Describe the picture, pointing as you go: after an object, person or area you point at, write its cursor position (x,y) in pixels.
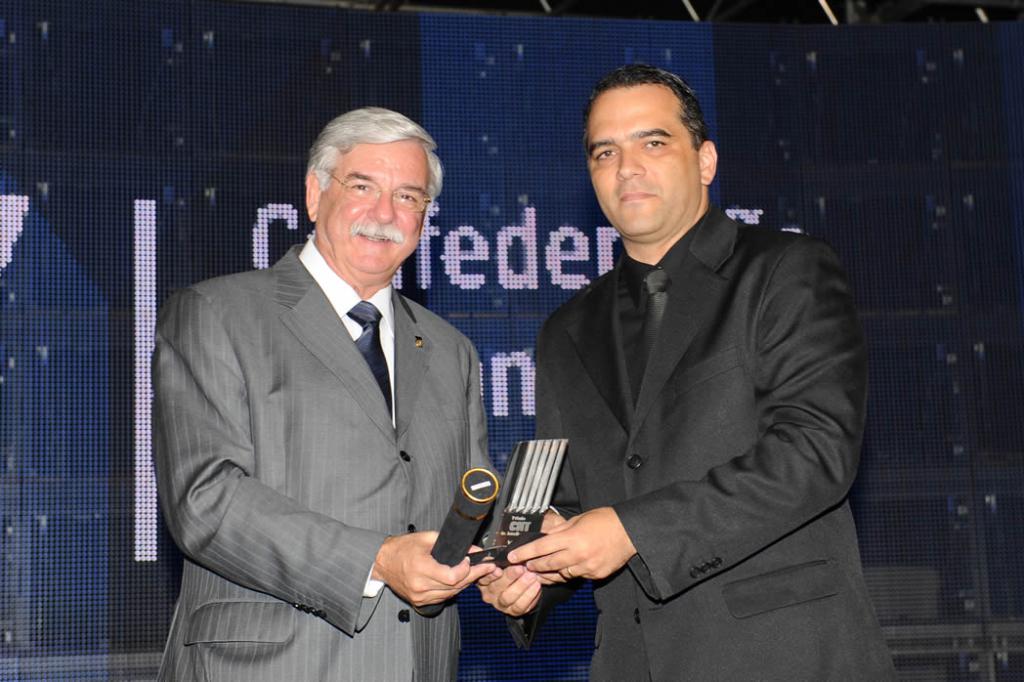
In this picture I can see two persons (385,388) standing, a person (660,323) holding a trophy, another person (316,619) holding an item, and in the background (86,31) there is a board (969,292).
